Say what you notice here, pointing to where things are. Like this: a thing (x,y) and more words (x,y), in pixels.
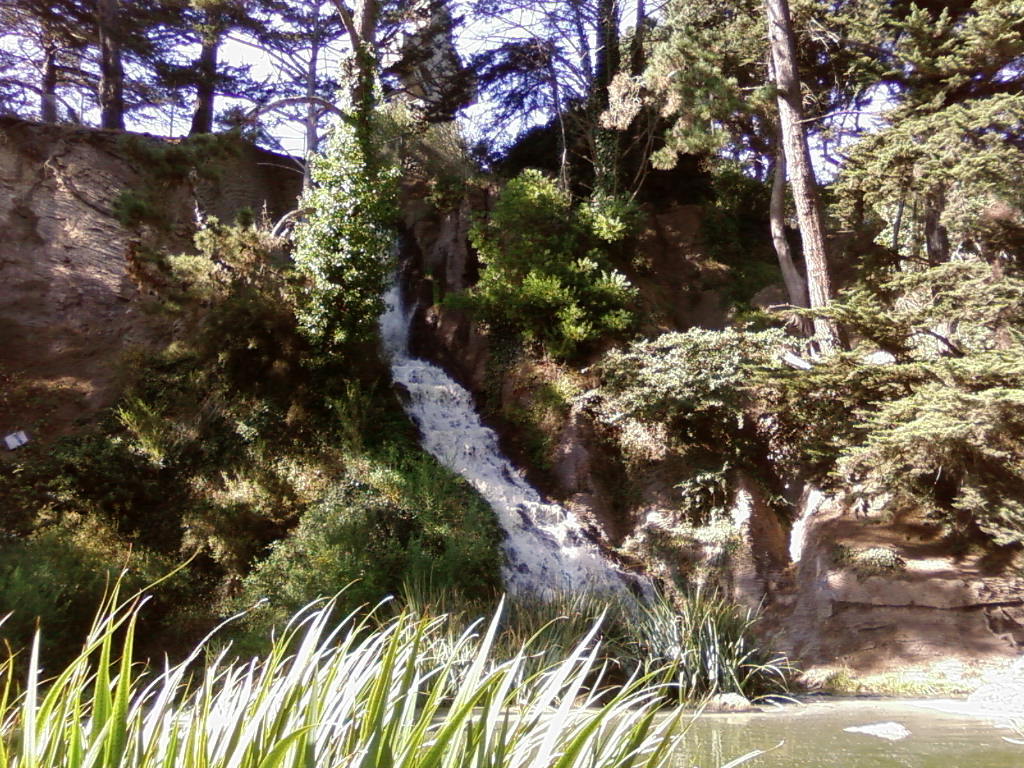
In this picture we can see waterfall (421,422), plants (415,471), hill (95,226) and trees (774,383). Behind the trees (365,66), there is the sky (540,88).
